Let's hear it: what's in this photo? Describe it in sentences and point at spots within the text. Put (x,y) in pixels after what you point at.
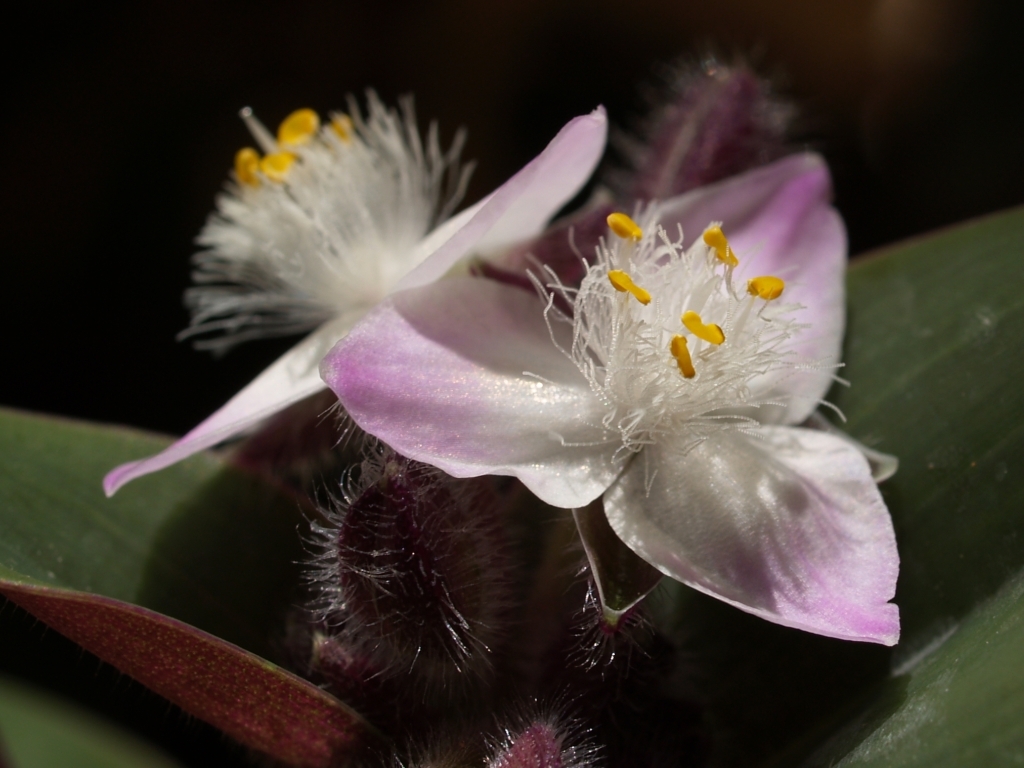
In the center of the image (492,356) we can see flower (654,471) to a plant (134,600).
